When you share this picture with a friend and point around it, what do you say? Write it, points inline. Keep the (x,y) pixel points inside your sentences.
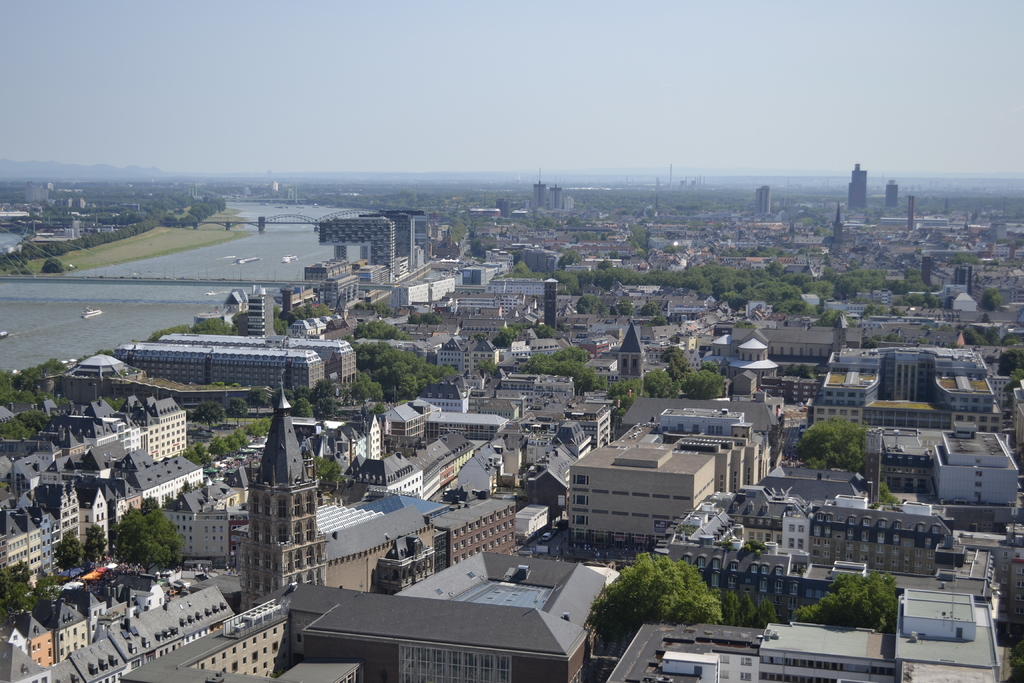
In this picture I can see there is a river (176,291) and a bridge (161,283) on the river (207,298). There are many buildings (698,494) and there are trees (454,197). The sky (157,52) is clear.
